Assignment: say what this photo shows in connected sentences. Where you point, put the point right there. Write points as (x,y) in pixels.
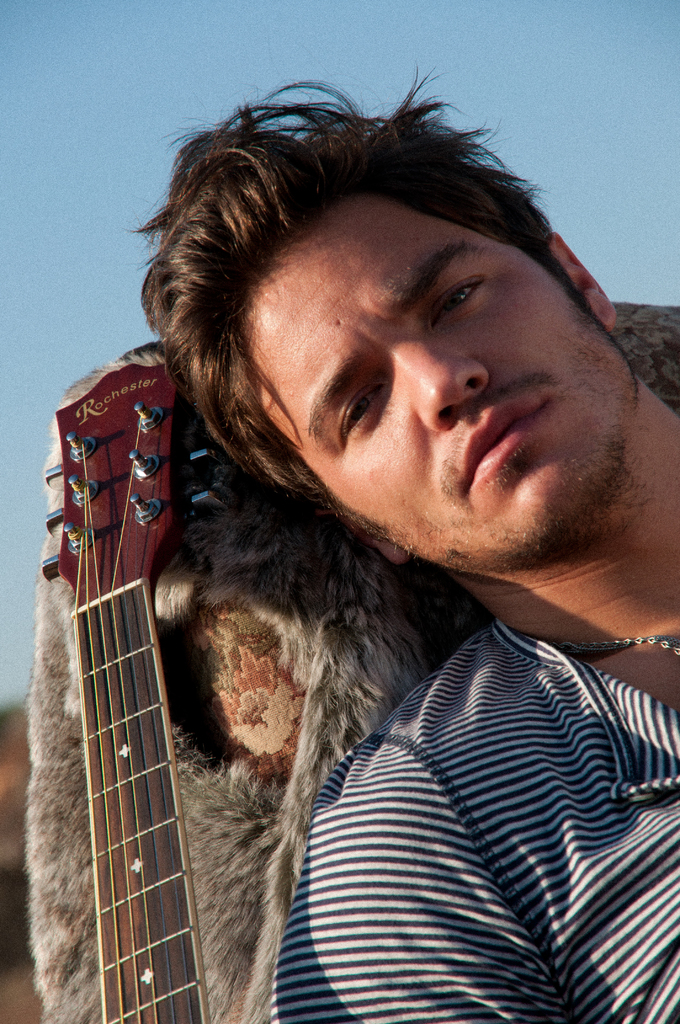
In this picture there is a guy (462,732) sitting beside a guitar (181,888) and leaning on a sofa (274,641).
